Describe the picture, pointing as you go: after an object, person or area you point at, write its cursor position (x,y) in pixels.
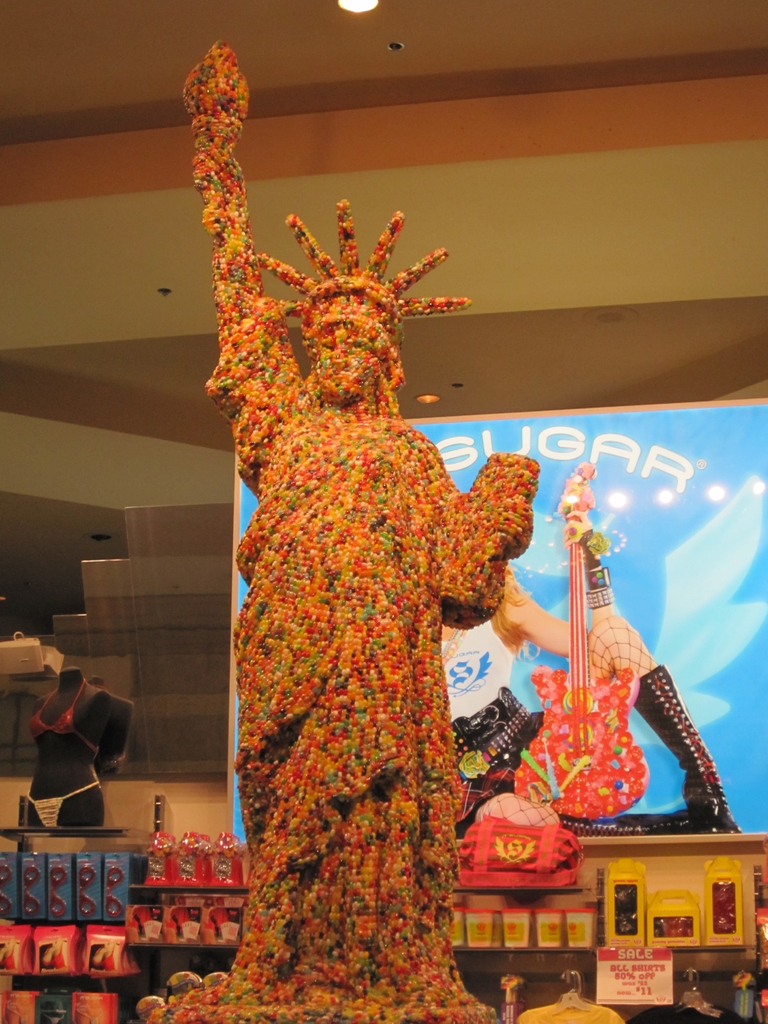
In this image there is a statue of liberty (265,884) made up of candies (312,752), and there are boards (235,733), a mannequin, and in the background (501,1023) there are some objects (37,1017).
